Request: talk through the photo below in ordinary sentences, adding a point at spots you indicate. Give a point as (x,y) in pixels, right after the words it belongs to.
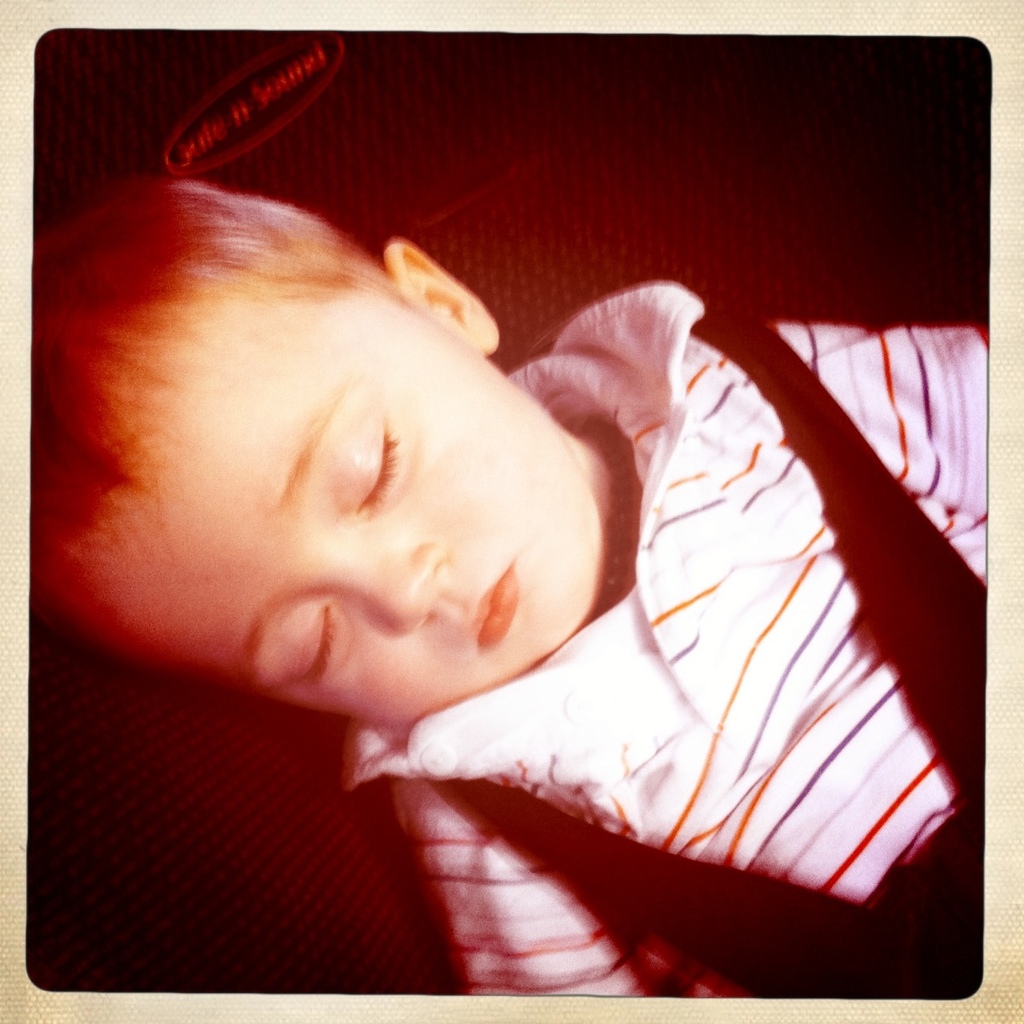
In this picture there is a kid (708,728) wearing white and black color dress (732,748) is sleeping.
